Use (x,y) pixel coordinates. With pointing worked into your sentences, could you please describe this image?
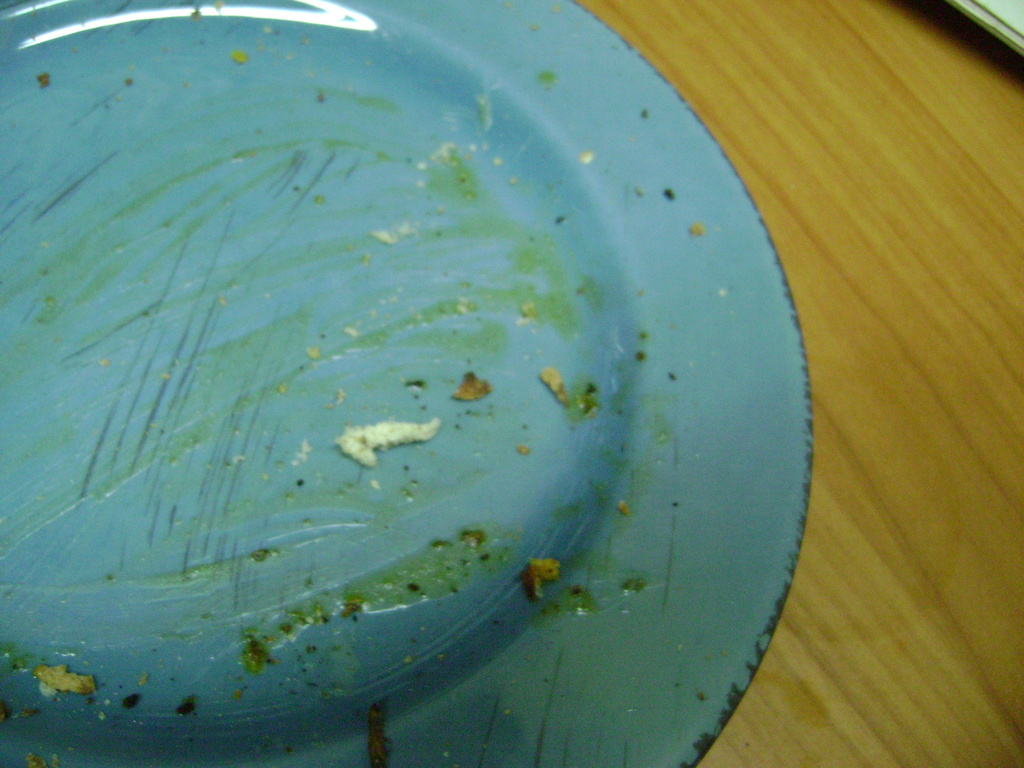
There is a blue color plate (467,251) which is placed in upright position on the wooden table (1015,259).
